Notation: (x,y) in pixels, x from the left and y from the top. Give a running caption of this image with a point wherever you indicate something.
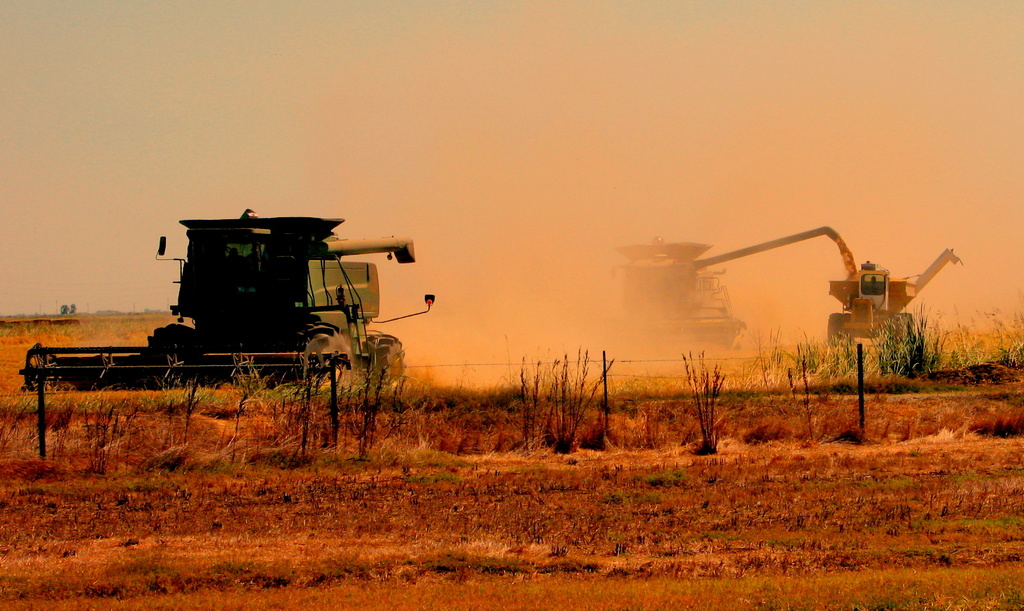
In the center of the image (362,320) we can see farm vehicles (200,314). At the bottom (420,441) there is grass (516,410). In the background (283,140) there is sky (301,93).
